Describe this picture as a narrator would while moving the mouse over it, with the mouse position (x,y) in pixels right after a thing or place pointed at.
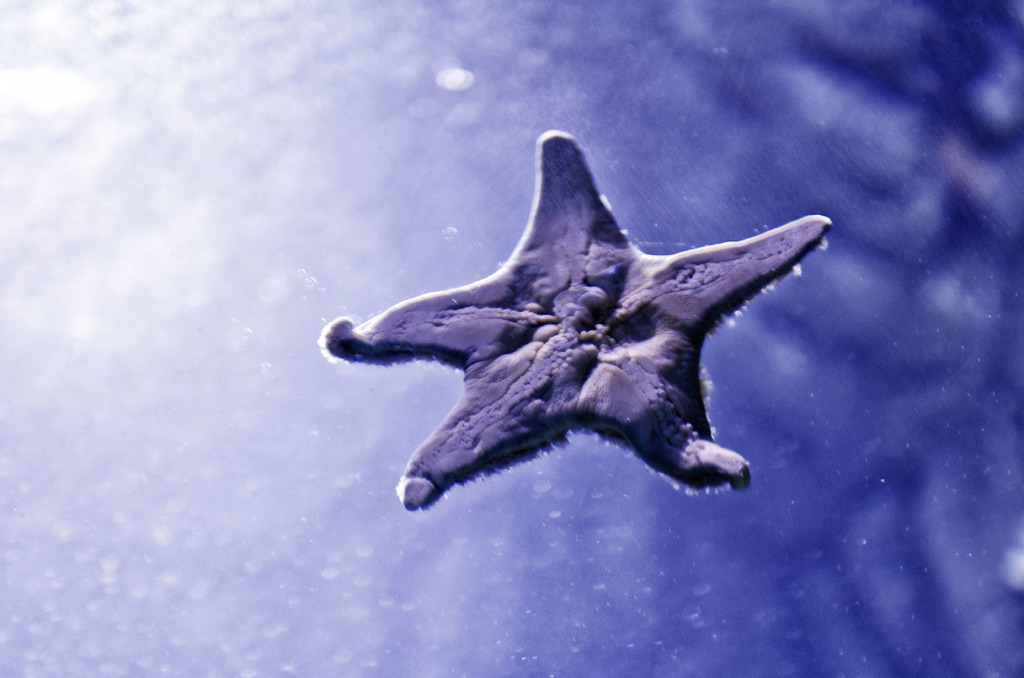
There is a starfish (539,310) and the background (1010,103) is blurred.
